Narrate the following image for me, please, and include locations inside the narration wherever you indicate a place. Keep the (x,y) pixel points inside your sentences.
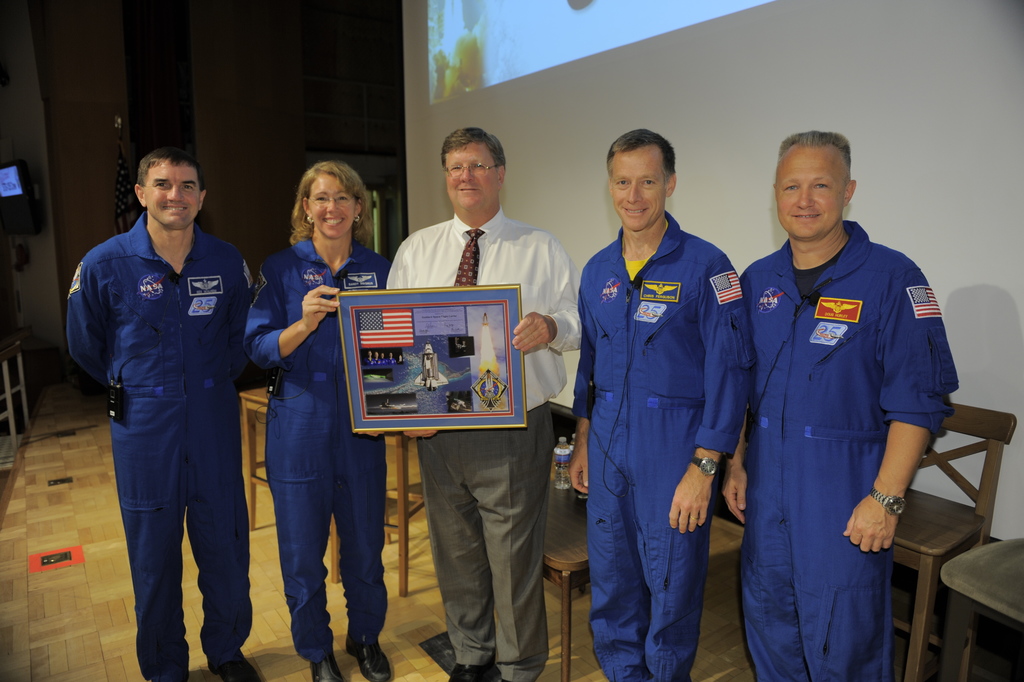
There are group of people (808,671) standing in group (196,468) and four of them wearing uniform (647,325) and one of them is holding a photo frame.
